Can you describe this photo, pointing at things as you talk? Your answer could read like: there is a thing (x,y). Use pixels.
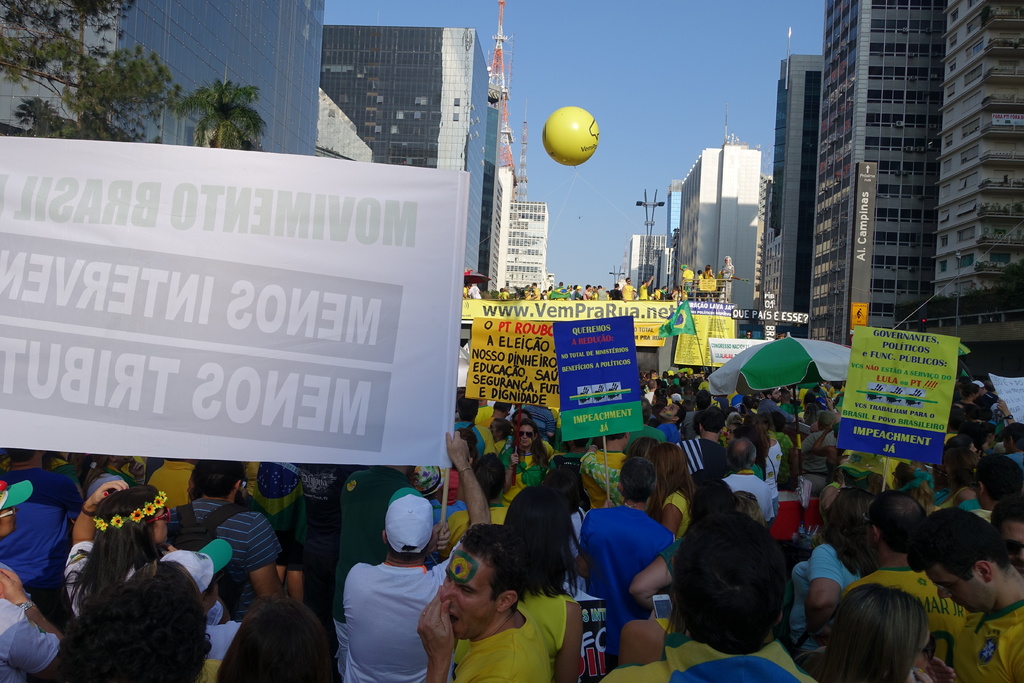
In this image I can see number of people (599,547) are standing and holding banners (517,387) in their hands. In the background (852,156) I can see few buildings (784,243), a tree (59,35), a tower (522,152) which is white and red in color, a balloon (552,146) which is yellow in color, few persons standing on a bridge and the sky (630,92).
